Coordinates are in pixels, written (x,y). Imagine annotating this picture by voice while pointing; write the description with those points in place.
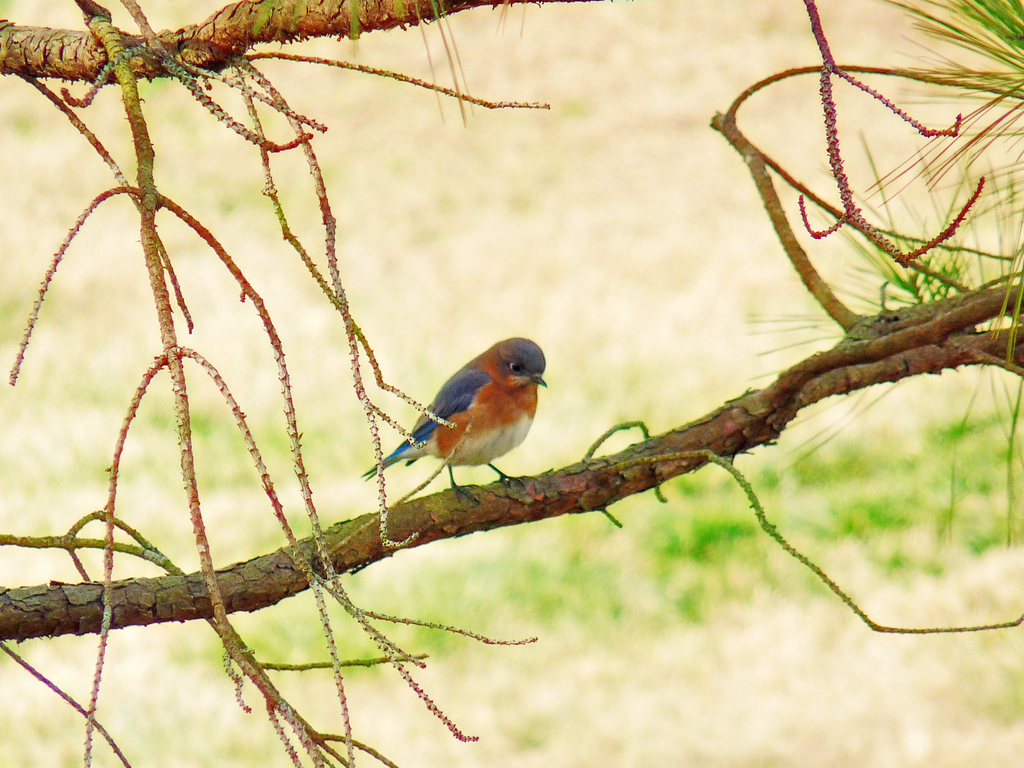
In the center of the image (463,414) we can see bird (431,422) on the tree (5,619).
